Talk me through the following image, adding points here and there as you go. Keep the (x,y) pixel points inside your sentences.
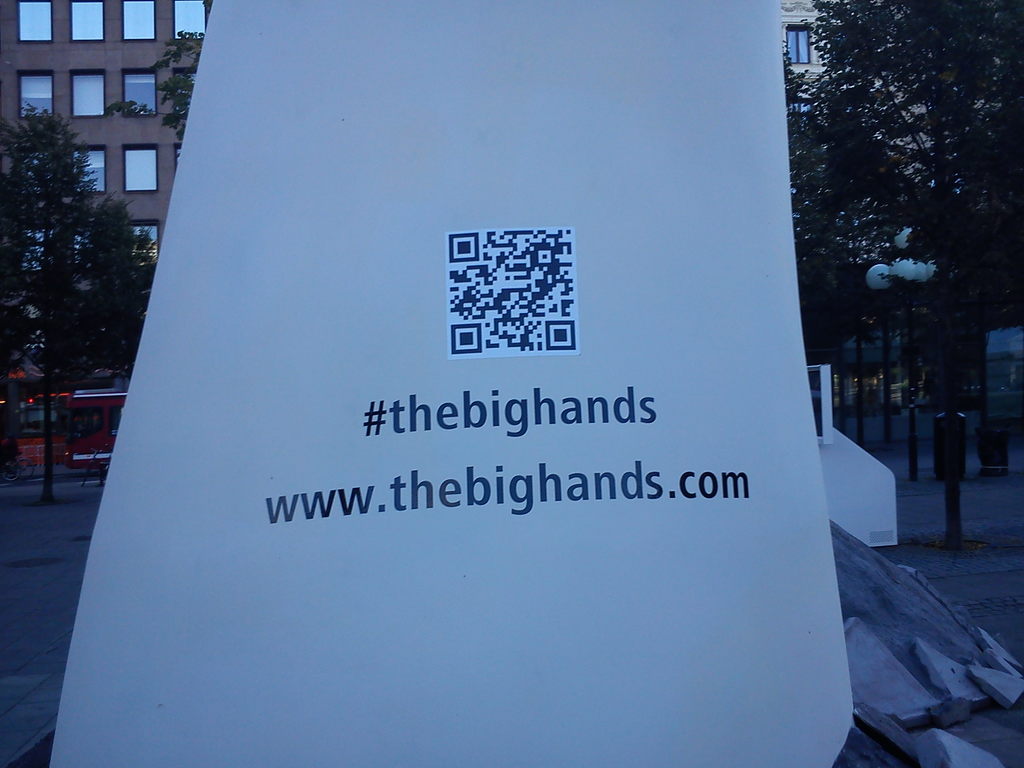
In this image there is a banner (620,375) with some text (524,411) on it, behind the banner (170,243) there are buildings (151,160), trees (53,247) and few vehicles (103,439) are moving on the road (69,470). On the other side of the image there are few street lights (871,284).
